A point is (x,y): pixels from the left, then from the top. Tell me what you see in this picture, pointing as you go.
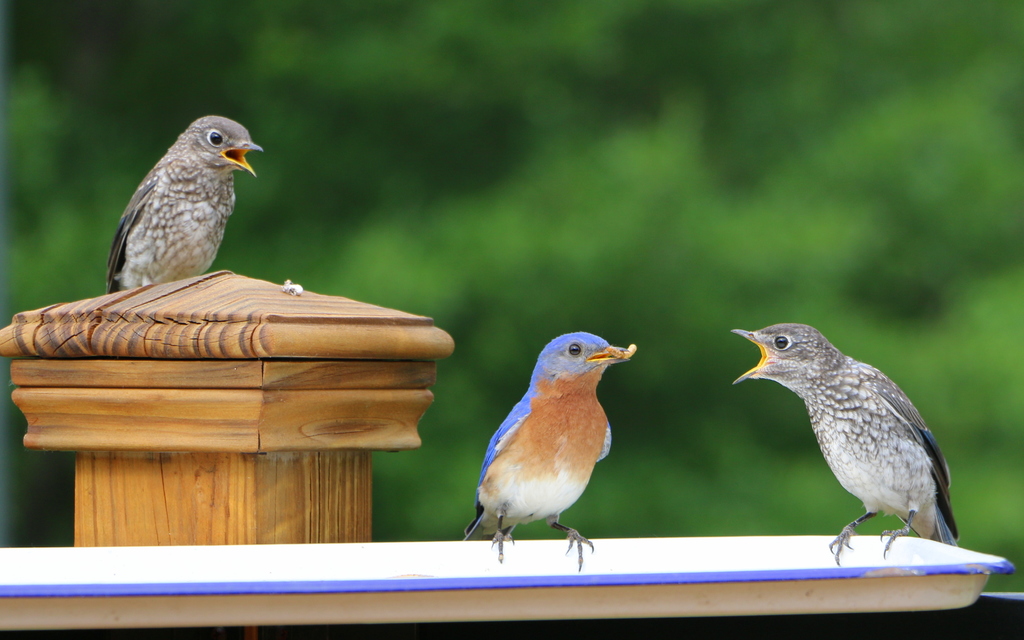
On the right (936,443) there are two birds (872,454) standing on the white tray (47,579) and this bird (626,350) is holding a worm (624,350). On the top left (223,124) there is another bird (173,189) who is standing on the wooden pillar (214,370). In the background (573,207) we can see trees (668,199).
